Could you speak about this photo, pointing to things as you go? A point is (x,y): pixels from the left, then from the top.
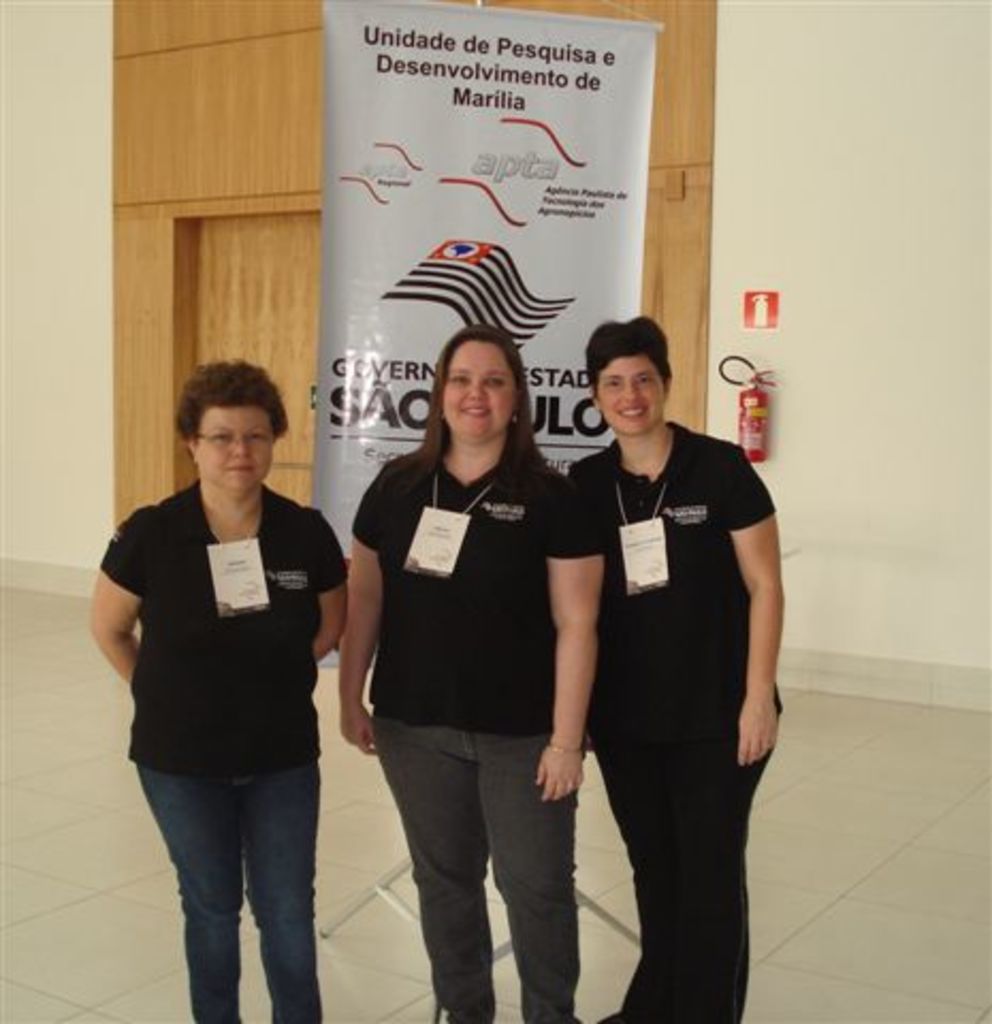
In the picture we can see three women (190,627) are standing on the floor (974,878) in a black T-shirts (710,560), two women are smiling and behind them, we can see the wall (955,266) and near it, we can see a banner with some information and beside it we can see a fire extinguisher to the wall (861,525).
